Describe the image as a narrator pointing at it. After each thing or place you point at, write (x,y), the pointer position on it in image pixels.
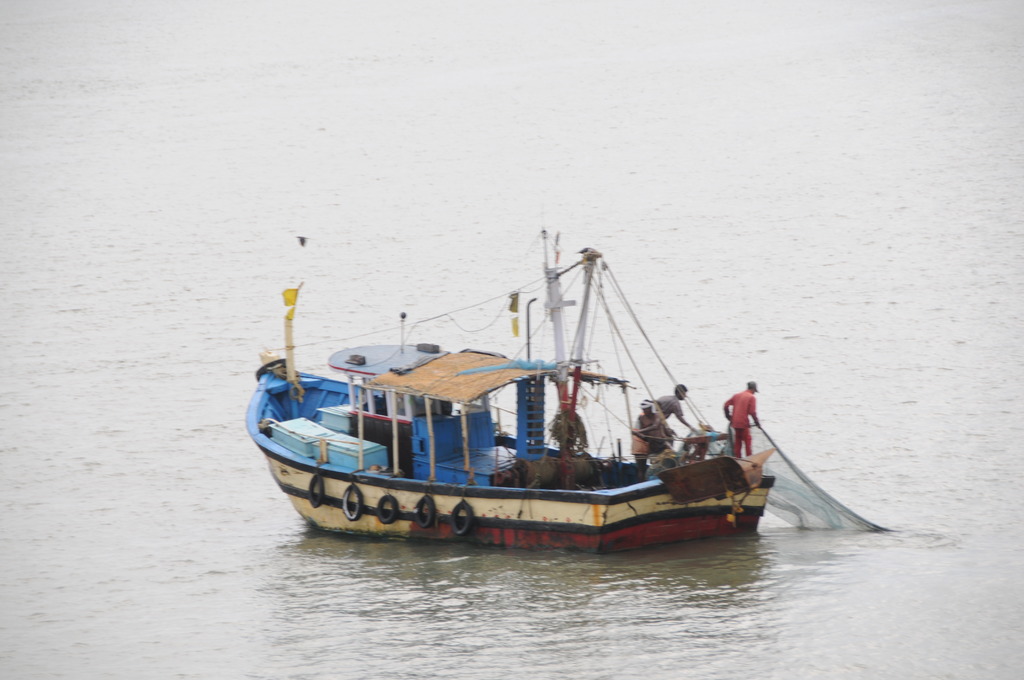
This image is taken outdoors. At the bottom of the image (584,606) there is a river (666,607) with water (412,279). In the middle of the image (402,407) there is a boat (366,500) on the river (470,562). There are a few people (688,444) in the boat (482,450). They are holding nets (727,430) in their hands (699,447). There are many poles (393,420) and iron bars (574,406). There are many objects (321,431) in the boat (461,436).
